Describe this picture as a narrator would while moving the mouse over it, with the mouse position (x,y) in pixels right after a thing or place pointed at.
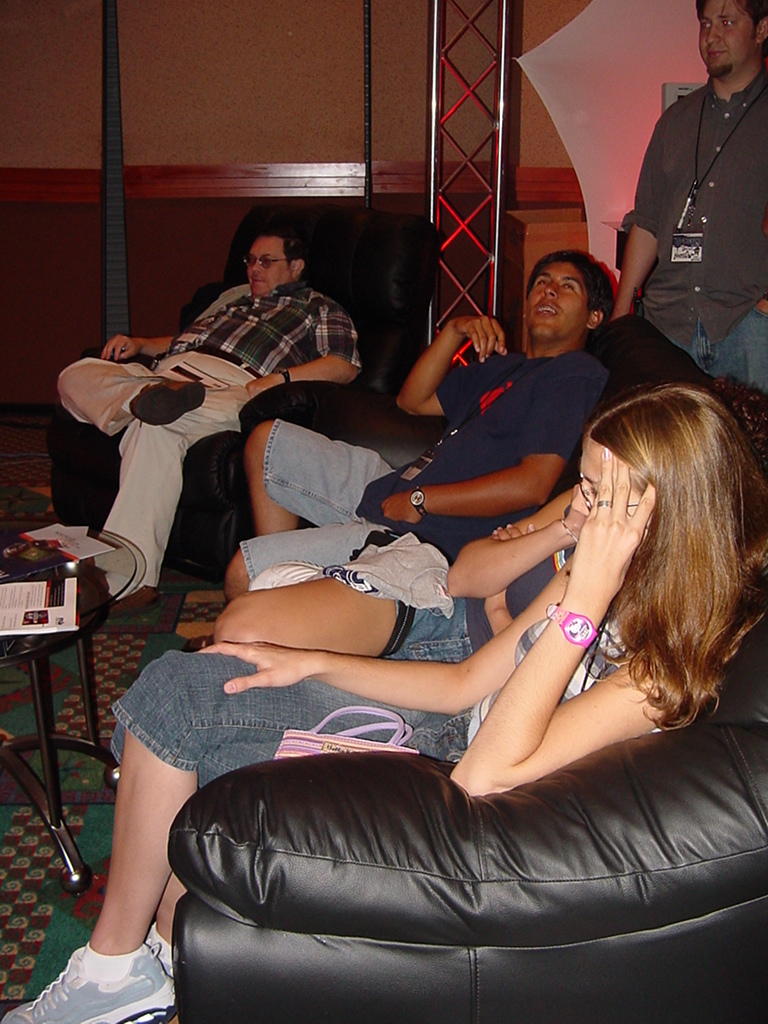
This is the picture of some people (331,618) sitting on the sofas (182,548) in front of the table (37,685) on which there is a paper (62,625) and behind there is a person (659,180).
